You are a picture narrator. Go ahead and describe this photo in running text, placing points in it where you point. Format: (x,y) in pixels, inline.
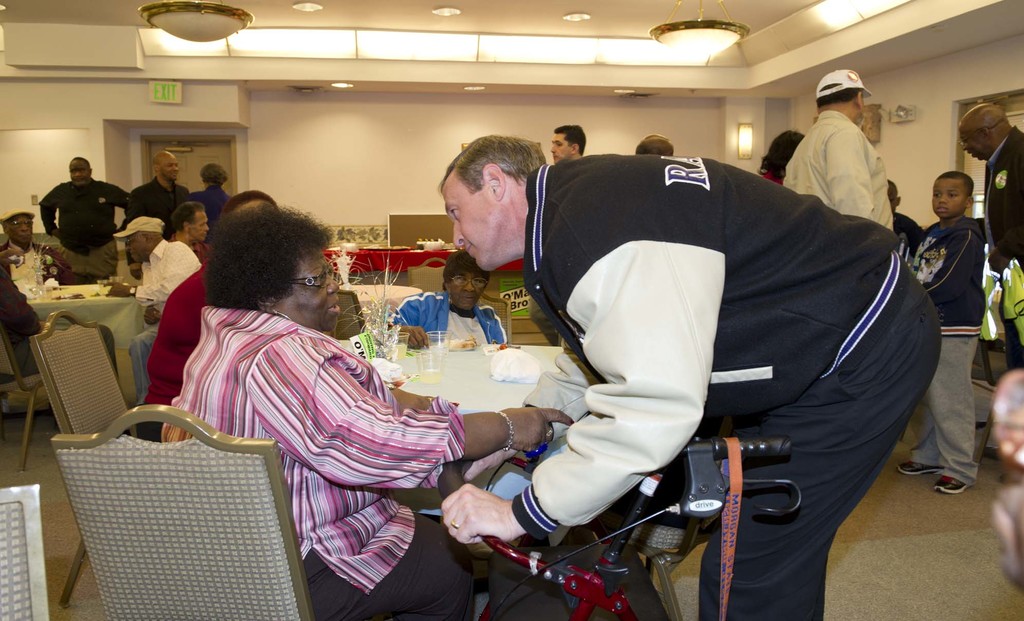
This picture is of inside the room (354,107). In the foreground (528,266) we can see a Man (759,341) standing and bending towards a woman (319,394) sitting on the chair (263,439). In the center (463,367) there is a table (477,362), on the top of which glasses (443,341) are placed. On the left (159,303) there are group of persons (181,268) sitting on the chairs (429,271). On the right (1007,162) there are group of people (958,233) standing. In the background (327,116) we can see a door (204,150), a wall (336,137) and group of people (81,186) standing.
